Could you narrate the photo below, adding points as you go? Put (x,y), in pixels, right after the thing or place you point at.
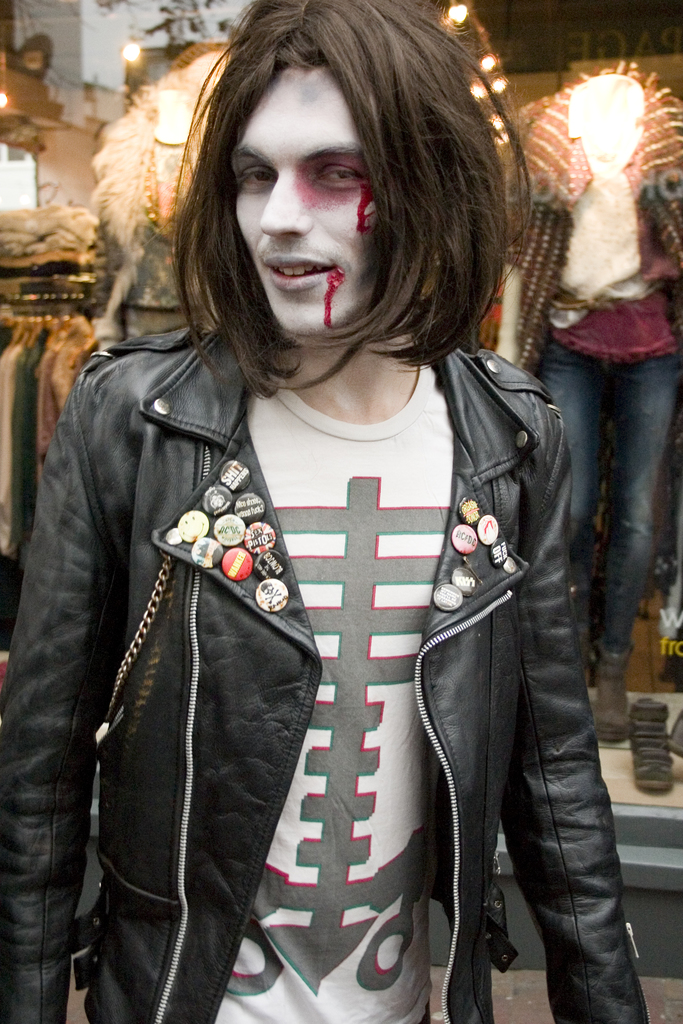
In this picture we can see a person (454,323) with Halloween makeup (328,231) and short hair (439,192), wearing a black jacket (475,813). In the background (641,271) we can see a mannequin (118,143) with clothes (614,330). At the top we can see lights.
